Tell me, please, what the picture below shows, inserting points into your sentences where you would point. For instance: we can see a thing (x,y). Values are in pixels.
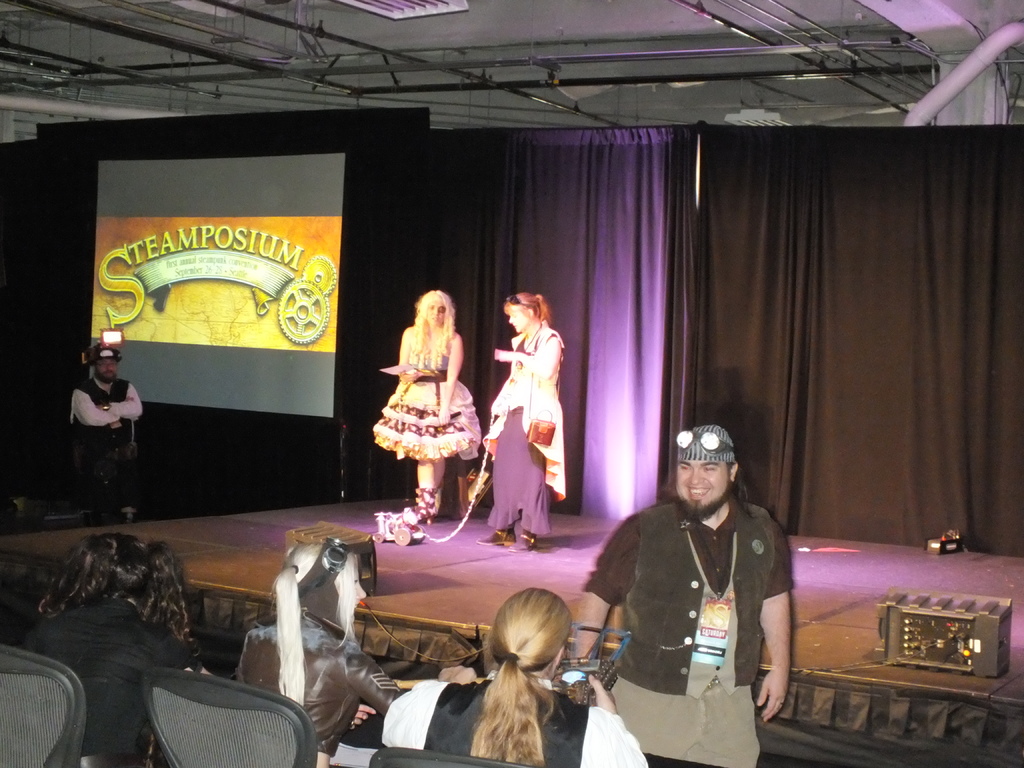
As we can see in the image there are few people (714,655) here and there, curtains (579,357), screen (284,216) and chair (163,691).
